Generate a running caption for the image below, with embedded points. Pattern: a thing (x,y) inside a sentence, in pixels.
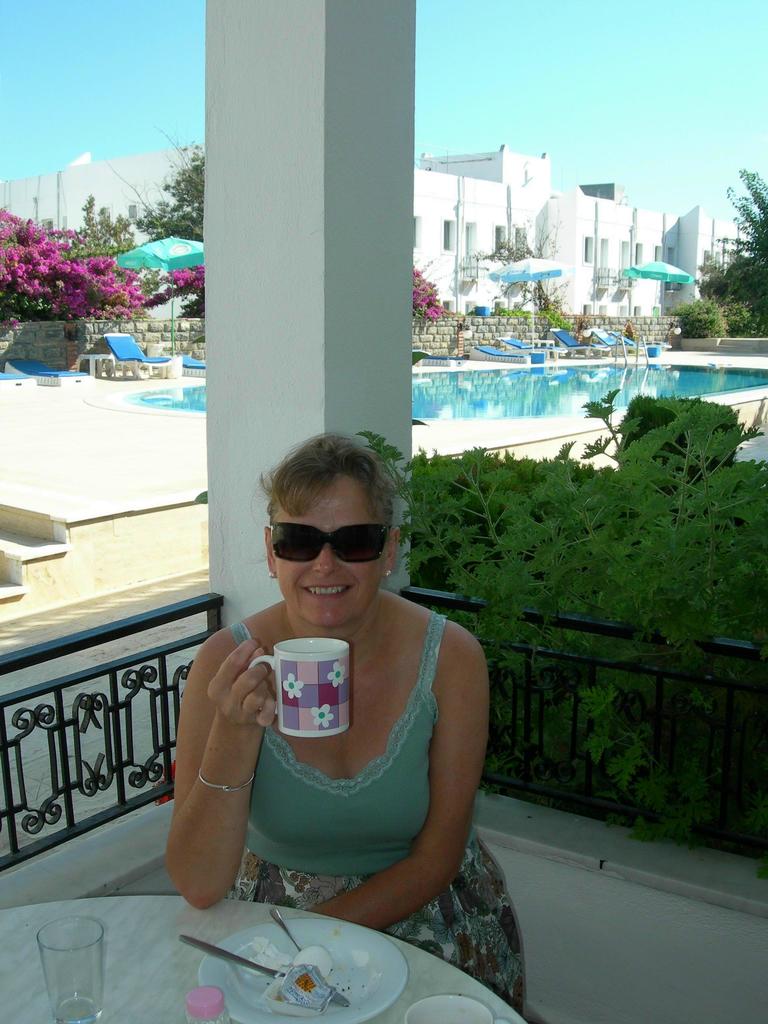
In the picture there is a woman (440,767) posing for the photo, she is sitting in front of a table (253,920) and holding a cup (312,685) with her hand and on the table (155,1013) there is some food (252,947) and a glass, behind the woman (342,806) there is a pool (619,400), few trees (502,499) and behind the trees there is a building (547,223).
